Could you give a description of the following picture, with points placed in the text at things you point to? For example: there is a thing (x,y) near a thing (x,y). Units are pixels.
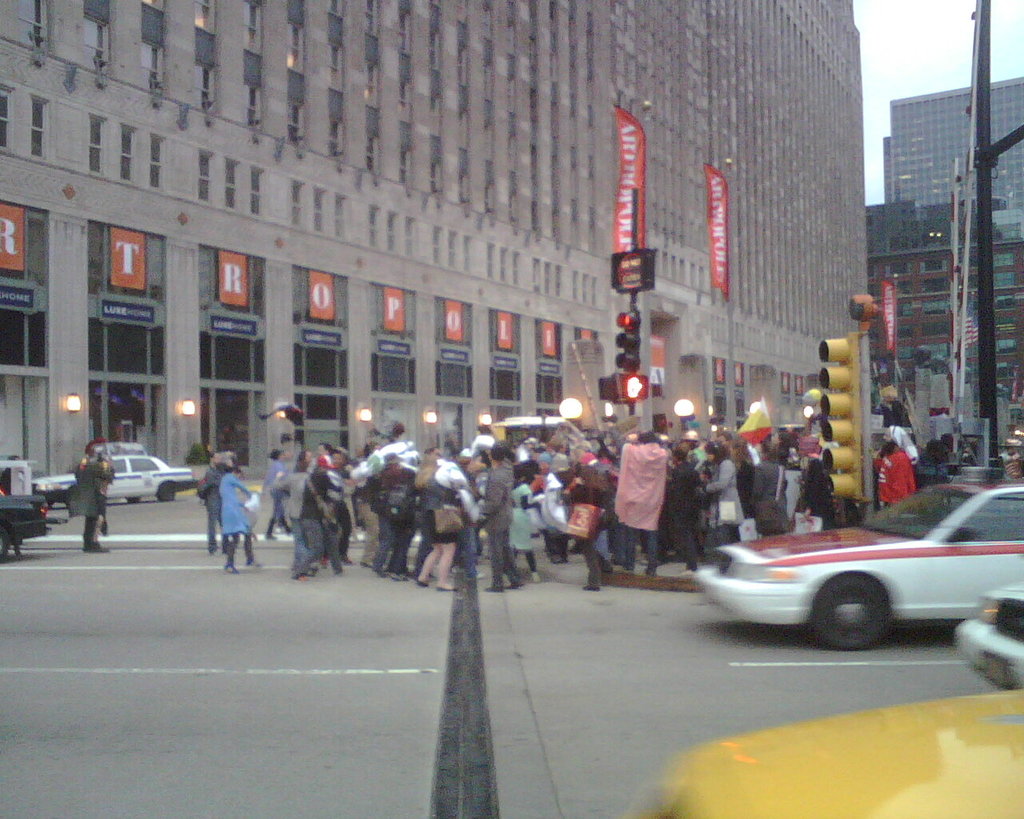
In front of the image there are cars (901,595) on the road (440,616). Beside the road (675,593) there are lights (566,404), traffic signals (642,390). In the center of the image (630,487) there are people (432,486) standing on the road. In the background (727,147) there are buildings (383,192) and sky (884,25).
